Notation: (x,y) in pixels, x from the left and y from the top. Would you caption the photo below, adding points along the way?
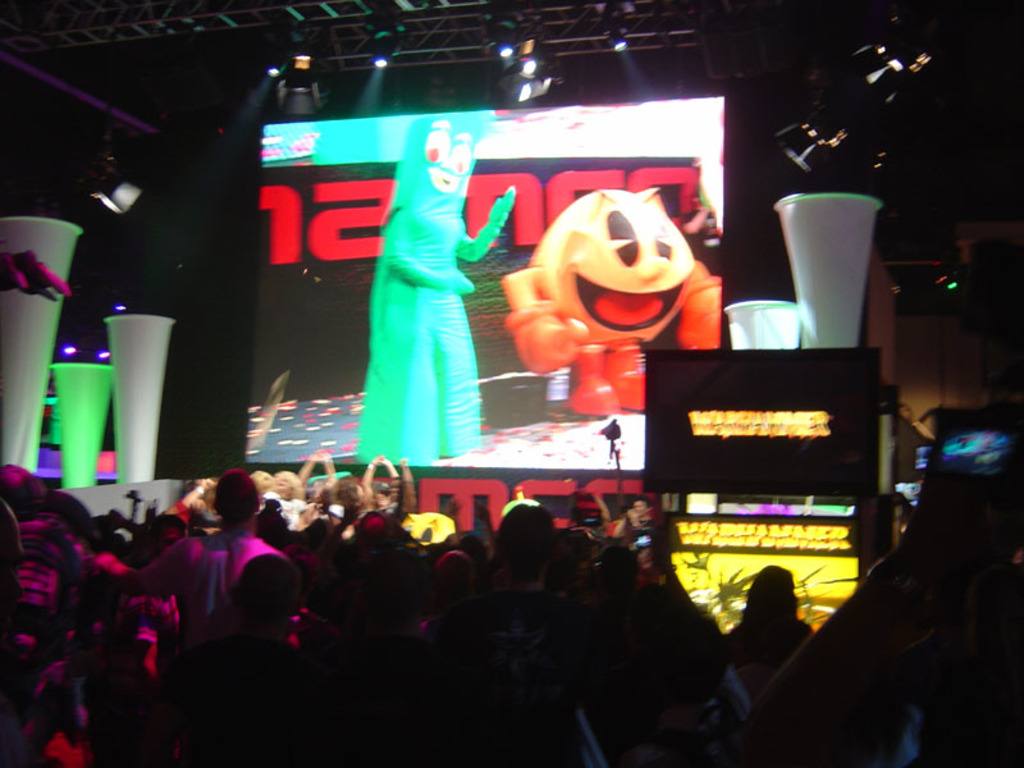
This image is taken during the night time. In this image we can see that there are few people (341,481) standing on the stage (439,481) by raising their hands (376,457). Behind them there is a screen (449,240). At the top (503,30) there are lights (518,73). At the bottom (253,647) there are so many spectators (268,591). On the left side (15,317) there are tall cones (106,379). On the right side (781,469) there is a banner (739,452) on which there are two cones (804,281).
